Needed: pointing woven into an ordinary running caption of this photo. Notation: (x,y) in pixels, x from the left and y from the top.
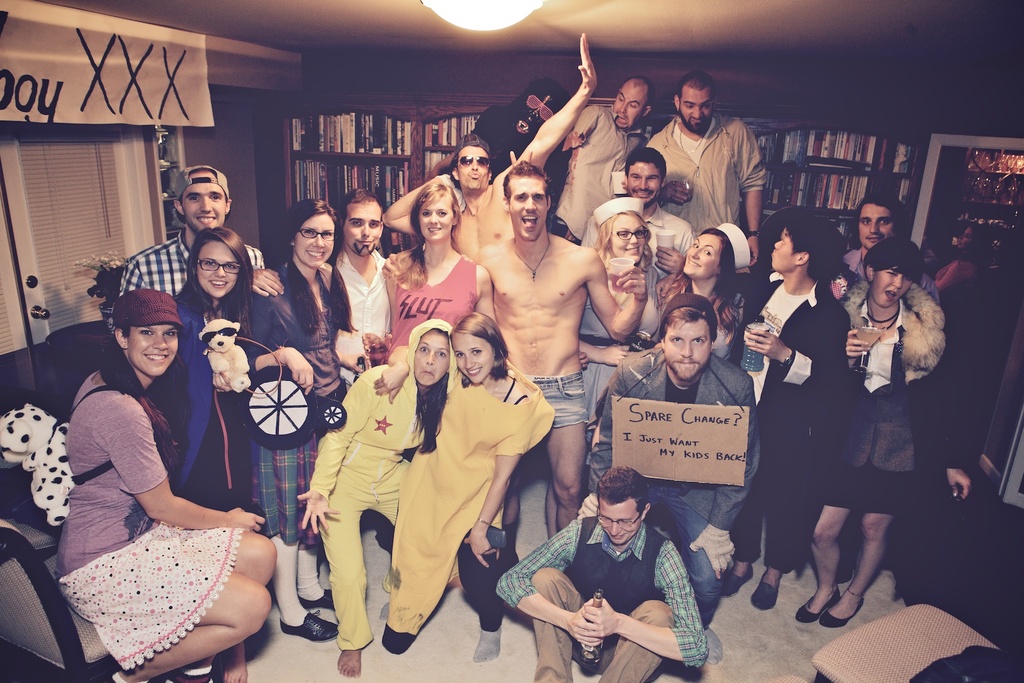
In this image there are many people (543,204) in the room (430,288). In the background (401,169) there is a bookshelf (787,160). On the top (463,14) there is light (529,14). One person (686,325) is wearing a card (670,443). Many of them are smiling.
